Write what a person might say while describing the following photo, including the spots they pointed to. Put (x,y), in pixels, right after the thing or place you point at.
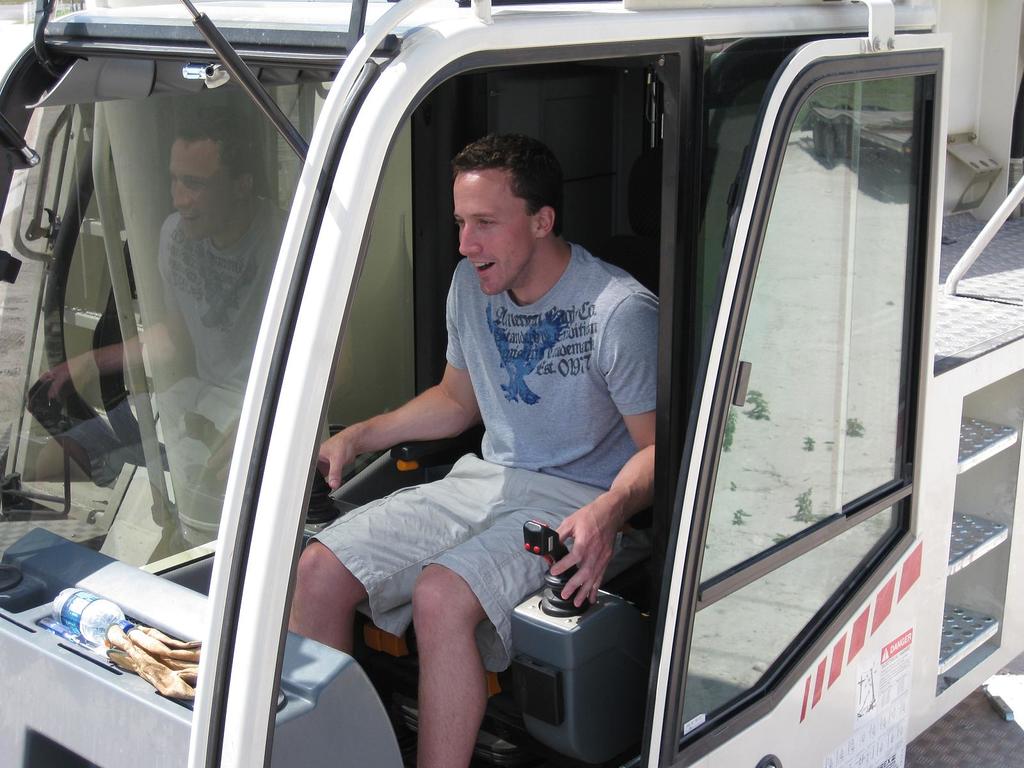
In the foreground of this picture (490,394) we can see a person (507,341) wearing t-shirt (548,406) and seems to be riding a vehicle (699,664). On the left (83,612) we can see a water bottle (101,613) and some other objects (185,671) and we can see the text (570,331) and a picture (518,378) of a bird (508,367) on the t-shirt (543,318). In the background (967,72) we can see a metal rod (1004,210) and some objects (963,151). On the left (230,172) we can see the reflection (177,207) of a person (206,193) on the windshield (161,156) of a vehicle (95,271).
